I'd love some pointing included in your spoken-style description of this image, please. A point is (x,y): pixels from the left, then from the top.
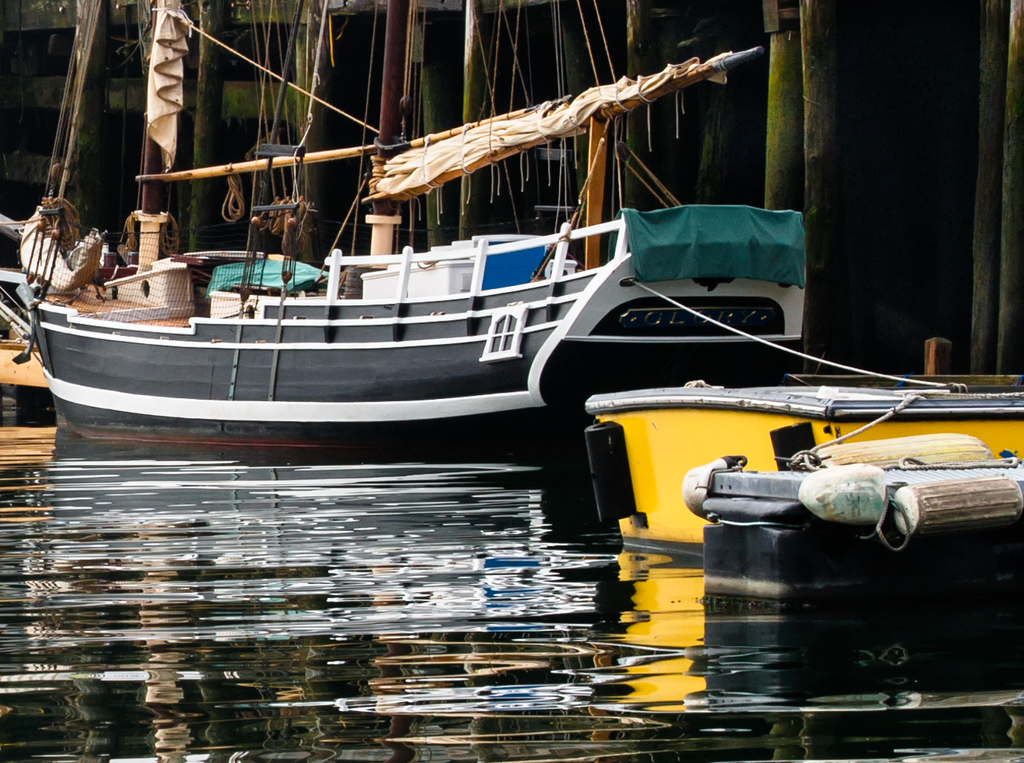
In this image we can see boats (830,430) on the surface of water (400,687). One boat (709,446) is in yellow color and the other one (308,365) is in black and white color. Background of the image (982,77), wooden poles (102,96) are there.
